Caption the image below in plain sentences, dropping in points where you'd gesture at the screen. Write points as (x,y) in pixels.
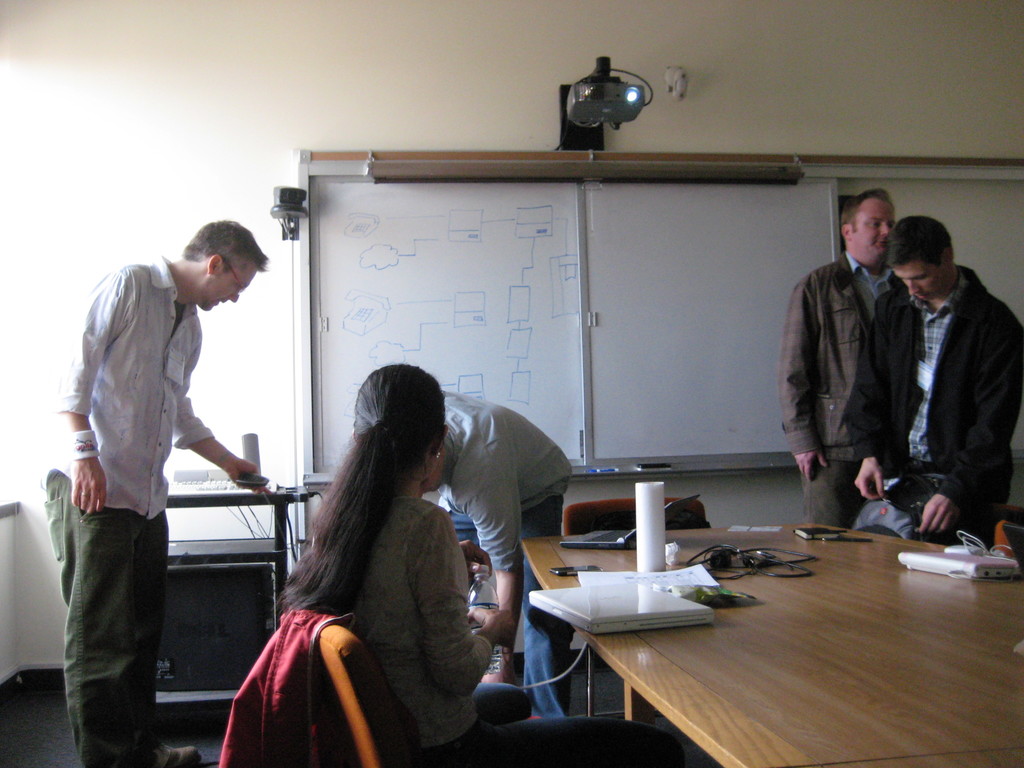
On this table (818,641) there are laptops (617,587), mobile (561,568) and objects (641,542). This woman (429,438) is sitting on a chair (329,667). Here we can see four people (846,310). Above this whiteboard (601,229) there is a projector (621,116). Beside this man (149,287) there is a table (241,498).
